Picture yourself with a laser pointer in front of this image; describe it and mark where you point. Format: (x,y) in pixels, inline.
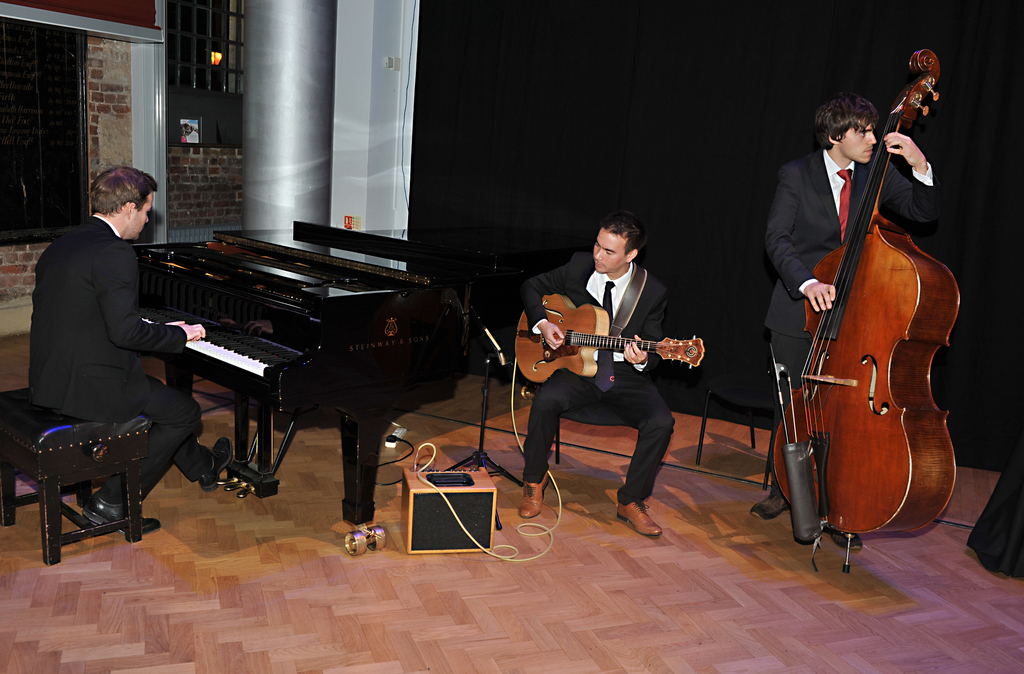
In this image I see 3 men (134,229) in which one of them is playing the keyboard (471,252) and one of them is holding the guitar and another one is holding an musical instrument (927,358), I can see that these 2 are sitting. In the background (211,236) I see the black cloth (419,39) and the wall (19,280).
